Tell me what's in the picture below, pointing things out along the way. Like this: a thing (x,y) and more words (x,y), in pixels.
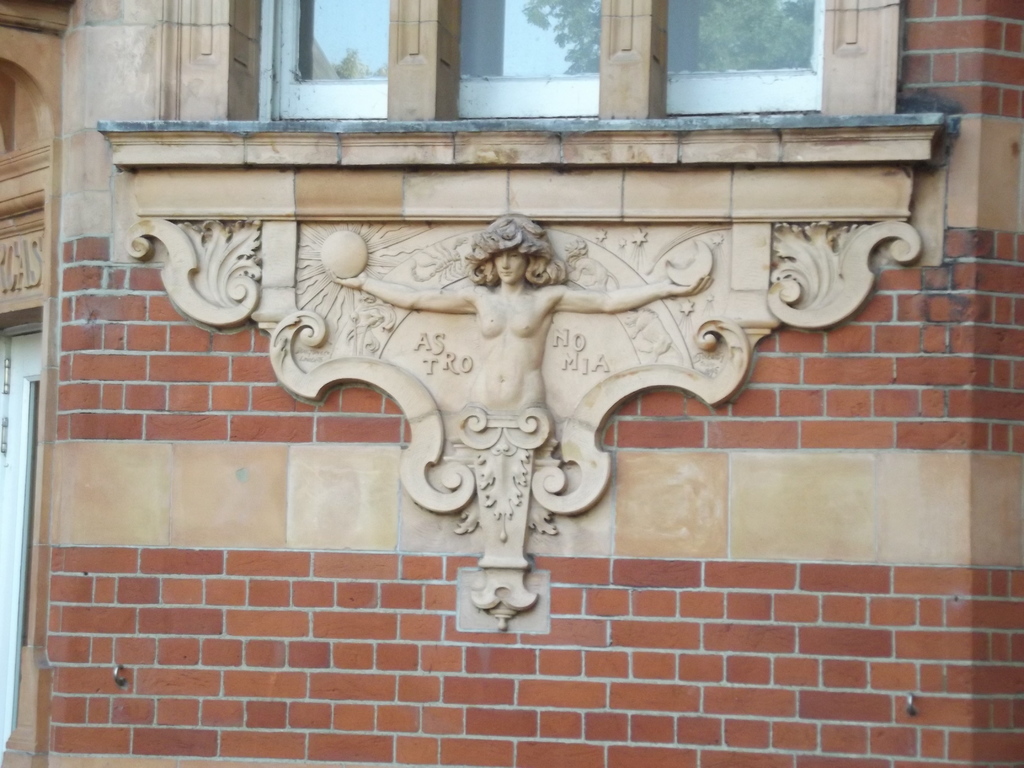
In this image I can see the statue (505,244) to the wall (197,358). And I can see the red color brick wall (907,358) to the building (890,387). In the top (568,95) I can see the window (514,65) and there are trees (577,27) and the sky (528,56) can be see through it.
